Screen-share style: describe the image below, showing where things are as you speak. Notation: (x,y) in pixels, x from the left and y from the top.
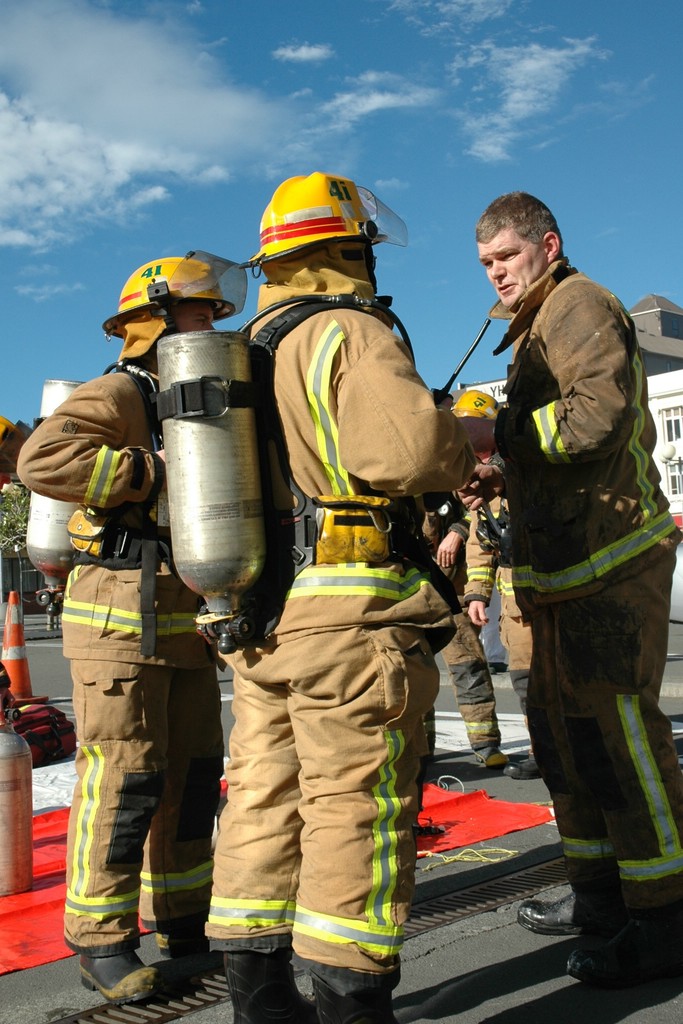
In this image there are persons (335,562) standing in the center (303,624). On the left side (200,524) there are two persons (215,507) standing wearing a cylinder (249,507) and yellow colour helmet (181,279). On the floor (57,891) there is red colour mat (57,891) and there is a cylinder (11,824) on the mat (33,911). In the background (659,415) there is a building (668,382) which is white in colour and the sky (144,170) is cloudy. On the left side (8,503) there is a plant (22,524) in the background (24,525).
